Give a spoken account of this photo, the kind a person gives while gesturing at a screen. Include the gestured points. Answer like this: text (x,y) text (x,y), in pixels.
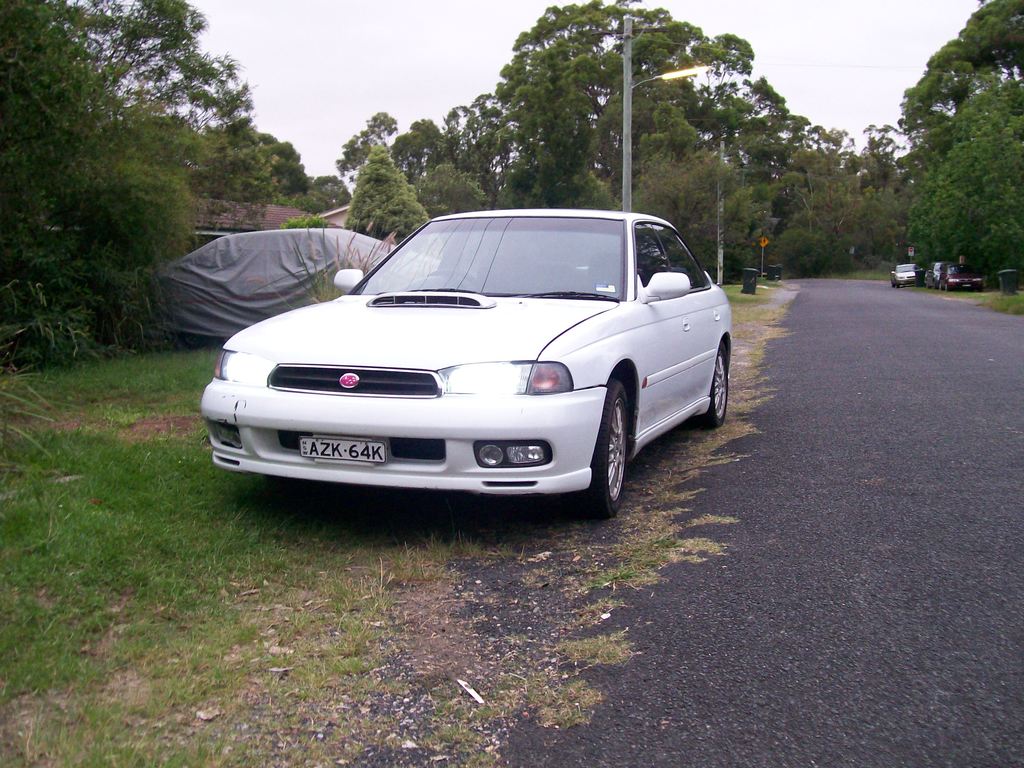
In the picture I can see a white color car (561,224) parked on the side of the road (139,468). On the left side of the image (215,305) we can see another car (289,278) covered with cover (192,313) and on the right side of the image (976,268) we can see a few more cars (938,261) parked on the side of the road (915,291), we can see trees (395,160), light poles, trash can (770,271), houses (201,218), grass (30,440) and the sky (356,70) in the background (349,57).
